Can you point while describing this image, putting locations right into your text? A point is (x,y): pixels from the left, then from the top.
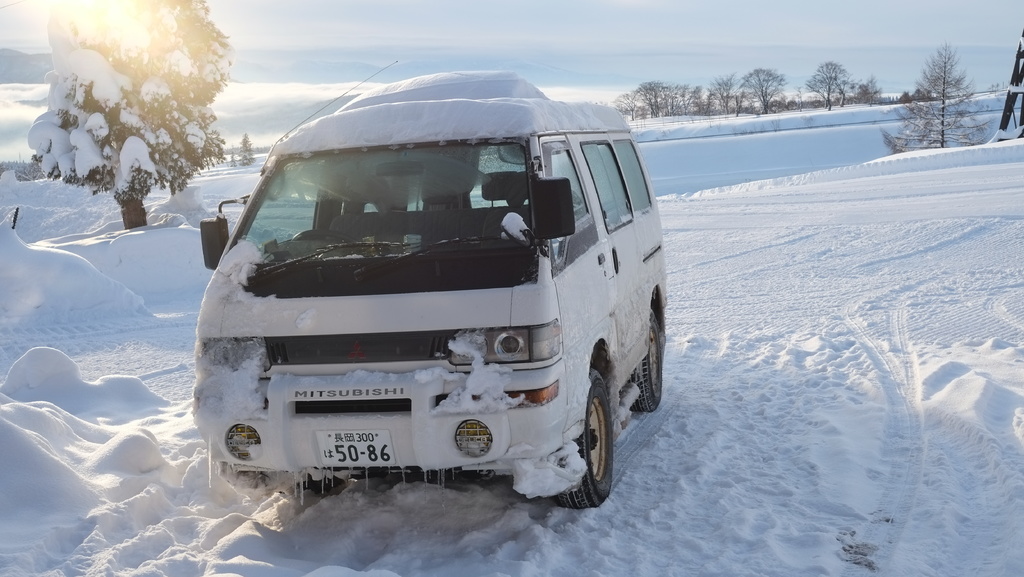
In this image we can see a white color vehicle (531,182) with a registration plate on the snow (968,207), there are some trees (705,101) and in the background (309,109), we can see the sky (309,109) with clouds (328,102).
